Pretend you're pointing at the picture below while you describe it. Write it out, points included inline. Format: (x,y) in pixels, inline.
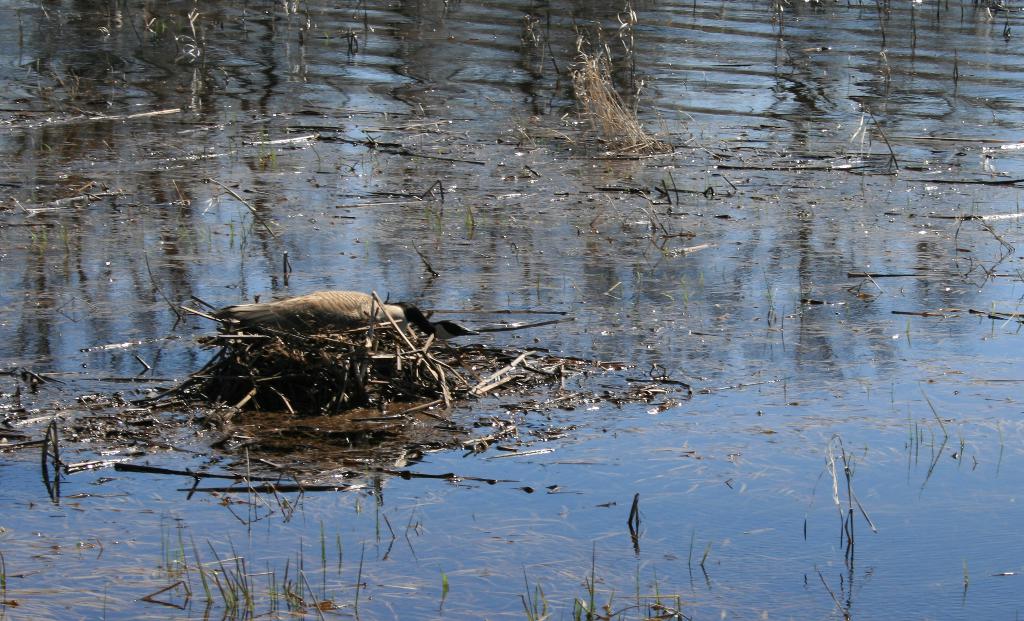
In this picture, we see a bird (322,298). At the bottom of the picture (599,509), we see water (596,529) and this water (706,444) might be in the pond (731,307). We even see the grass (323,535) and the twigs (350,349).
